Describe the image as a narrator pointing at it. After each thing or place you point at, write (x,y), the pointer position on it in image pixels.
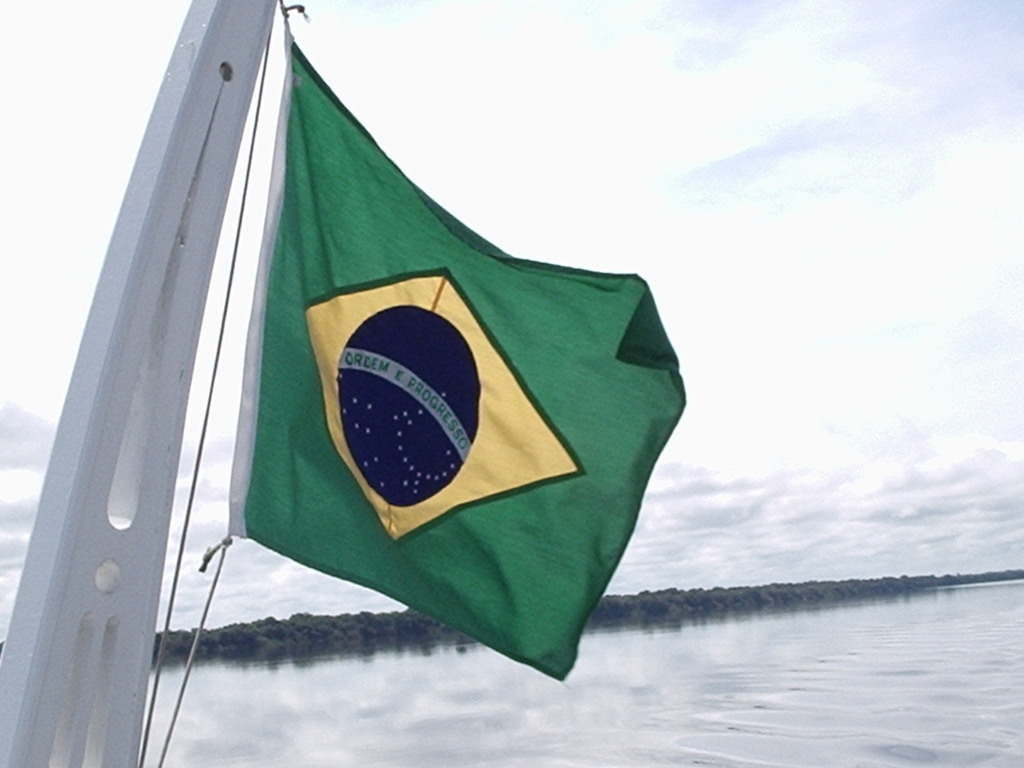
In this image in the front (174,278) there is a pole (209,274) and on the pole (178,418) there is a flag (402,450). In the background (640,622) there is water (637,648) and there are trees (680,612) and the sky (771,332) is cloudy.
